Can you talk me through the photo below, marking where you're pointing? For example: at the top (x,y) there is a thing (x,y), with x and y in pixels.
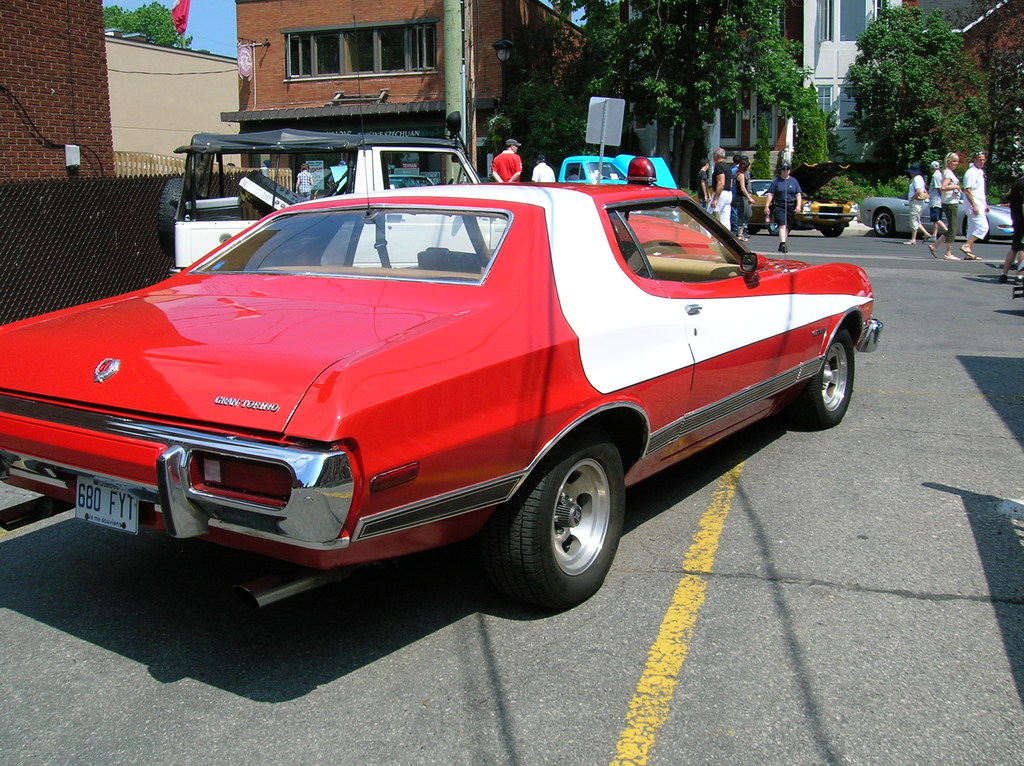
In this picture there are people (727,171) and we can see vehicles (893,214) on the road (441,594), boards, pole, trees (766,151), mesh (161,262) and buildings (237,106). In the background of the image (213,20) we can see the sky (198,27).
